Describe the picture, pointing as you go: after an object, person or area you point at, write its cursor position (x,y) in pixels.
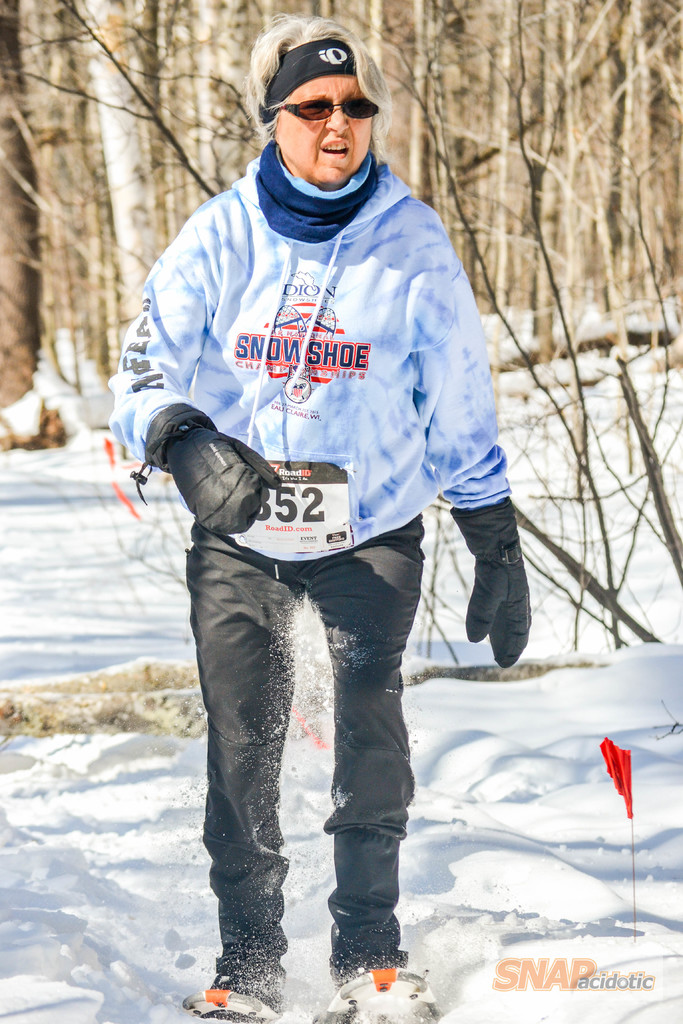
Here we see a woman (121,410) standing in the snow (563,586) with gloves (140,492) to both her hands (480,517) and spectacles (327,104) on her face (315,126) and a band (309,59) to her head (256,109) and with a snow shoe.
